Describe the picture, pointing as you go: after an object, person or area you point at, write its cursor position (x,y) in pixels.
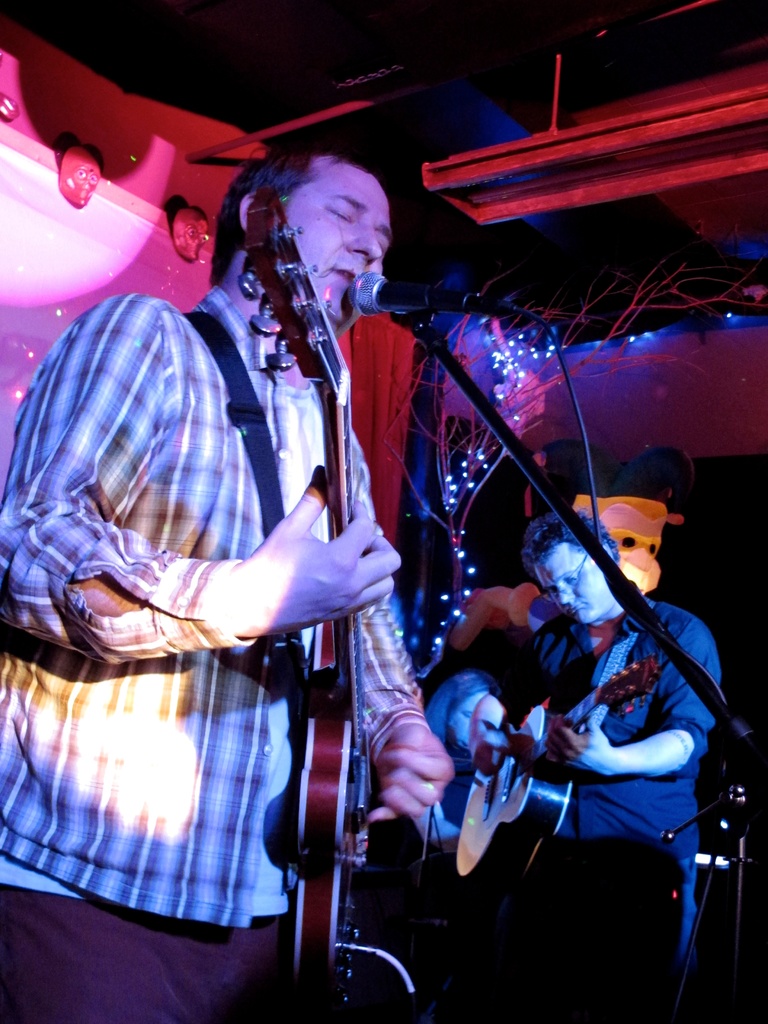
Here we can see the guy (141,310) in the front (15,535) playing a guitar (311,294) and singing a song with microphone (373,310) in front of him and beside him there is a man (543,525) playing guitar (489,834).
